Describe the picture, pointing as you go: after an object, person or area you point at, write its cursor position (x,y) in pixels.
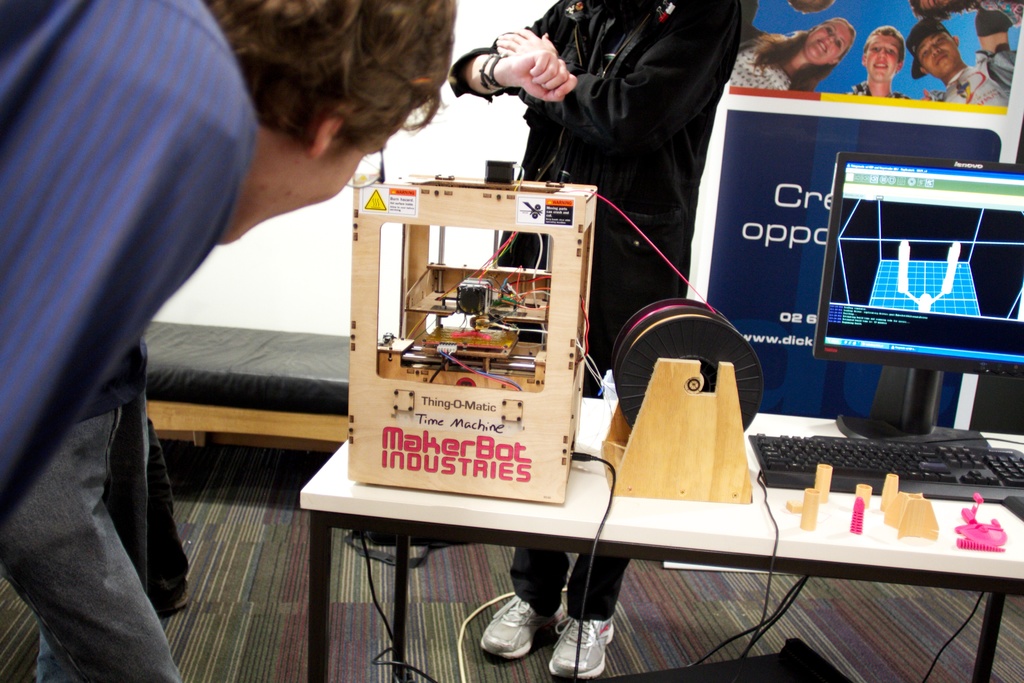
In the image there is a desktop (917,272) with keyboard (952,485) and a 3d printer machine (521,267) on a table (581,526), there are two men (293,146) standing beside the table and one (641,206) behind it, at the back (784,103) there is a banner (797,178).
